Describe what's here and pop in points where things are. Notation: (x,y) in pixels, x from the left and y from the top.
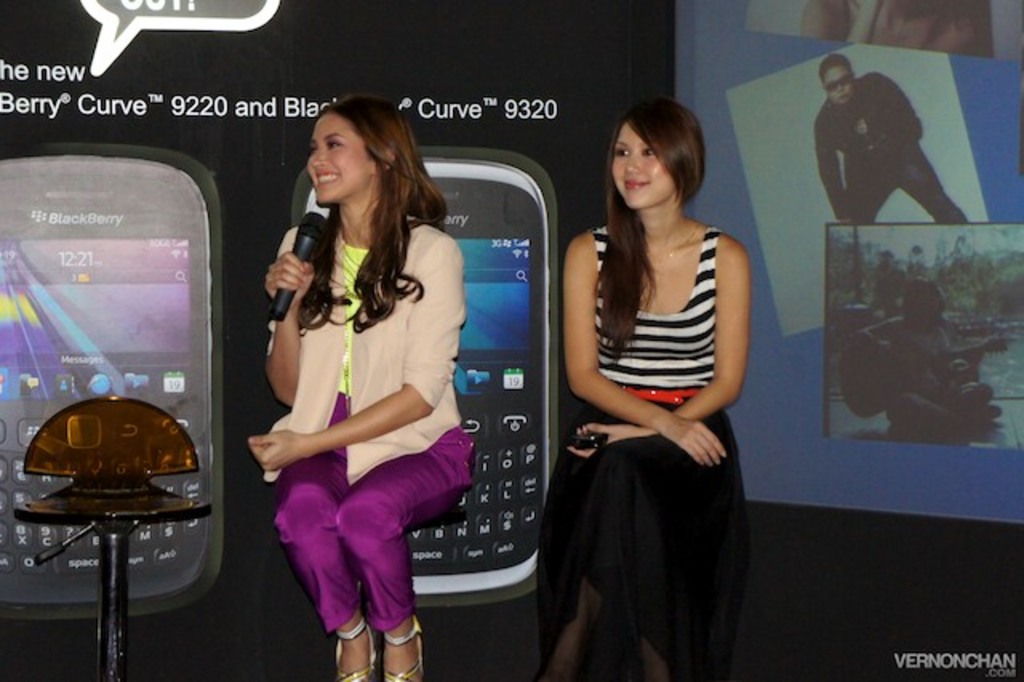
In this picture I can see two women (319,478) are sitting on the chairs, among one woman (289,282) is sitting and holding mike (289,299) and talking, behind I can see a banner (563,105) on which there are some mobile images (479,252), text (474,111) and some pictures (793,196) of a person's (832,190).
